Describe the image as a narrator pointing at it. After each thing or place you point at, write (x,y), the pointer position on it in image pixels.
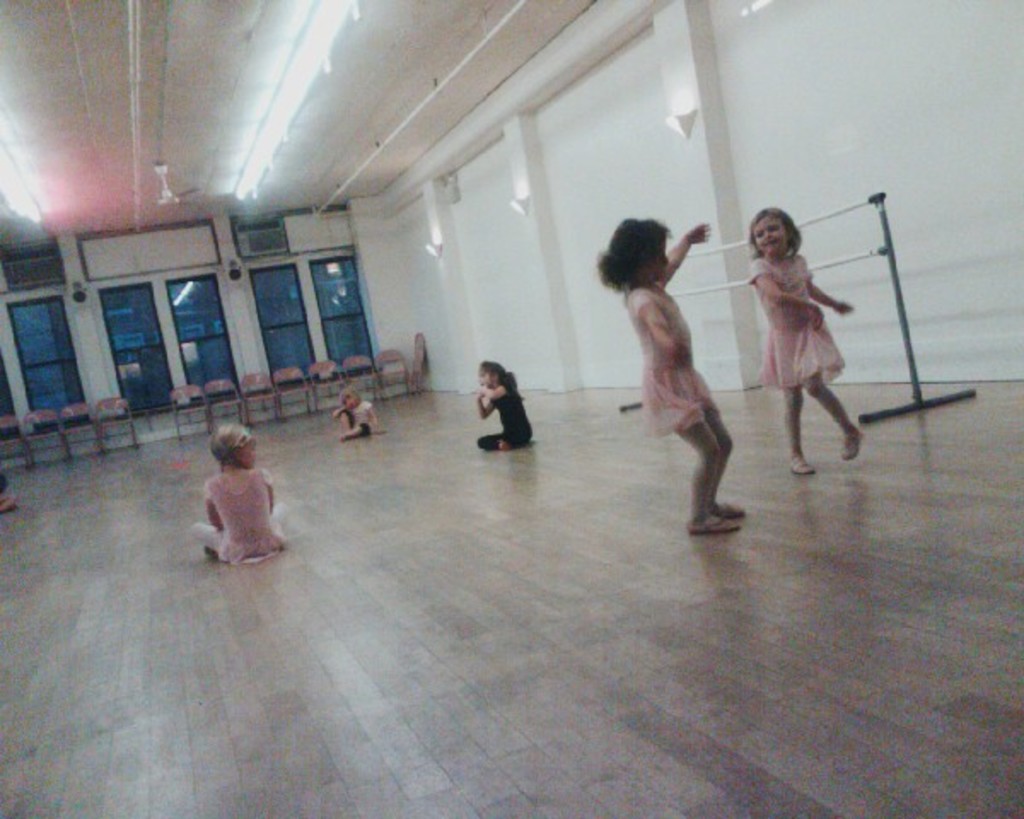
In this image I can see few children (264,522) where three (246,527) are sitting on the floor (214,624) and few (690,359) are standing. In the background (39,427) I can see number of chairs (225,379) and I can also see number of lights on the ceiling (442,125) and on the wall (641,105).
